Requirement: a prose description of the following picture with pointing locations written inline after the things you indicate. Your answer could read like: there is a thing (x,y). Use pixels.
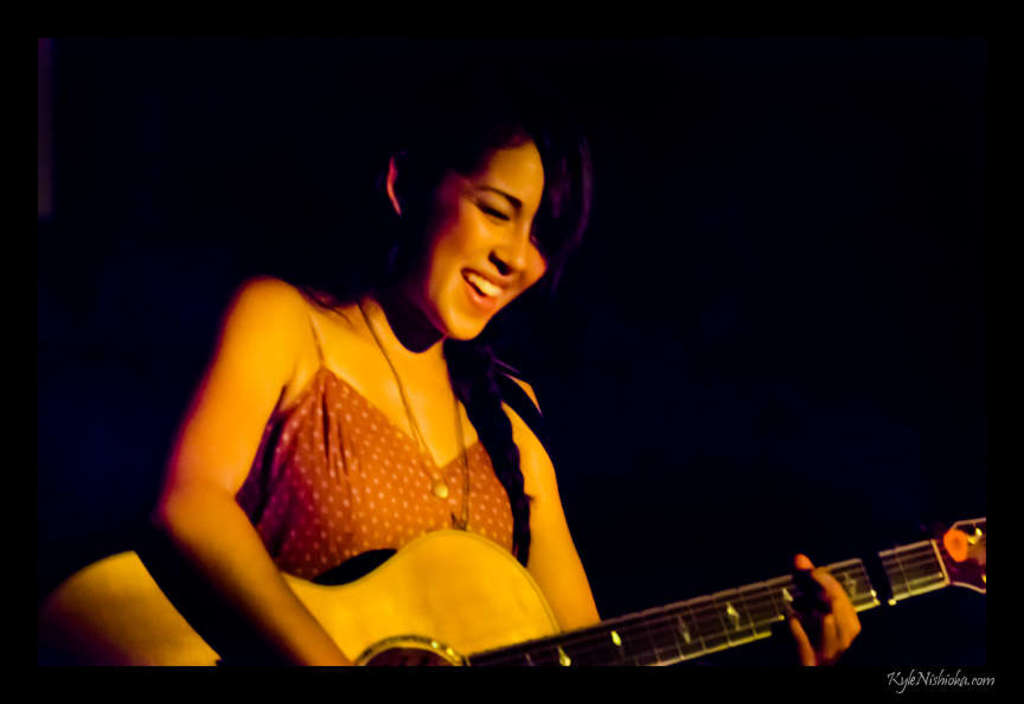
Here we can see that a woman (465,182) is standing and smiling, and holding a guitar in her hand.
